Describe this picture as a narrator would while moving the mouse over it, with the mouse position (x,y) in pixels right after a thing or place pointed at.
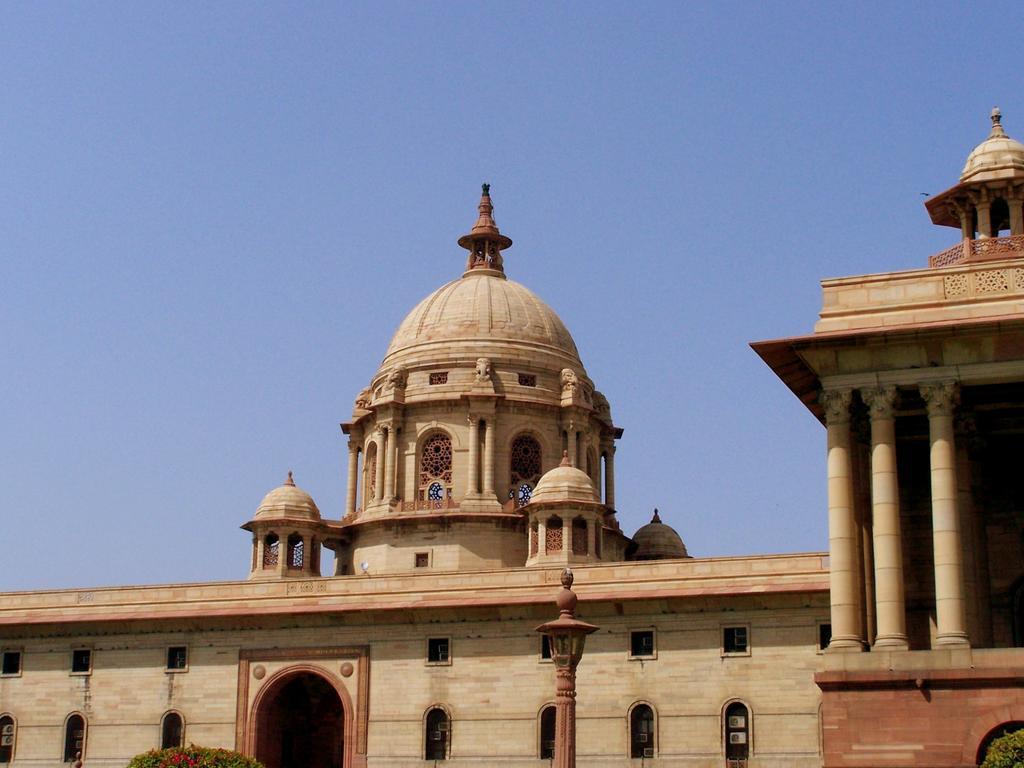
This picture is clicked outside. In the foreground (242,763) we can see the green leaves (203,767) and a lamp post (584,623) and we can see the buildings (881,474), pillars (892,516) and the domes (581,492). In the background (403,127) we can see the sky (111,398).
